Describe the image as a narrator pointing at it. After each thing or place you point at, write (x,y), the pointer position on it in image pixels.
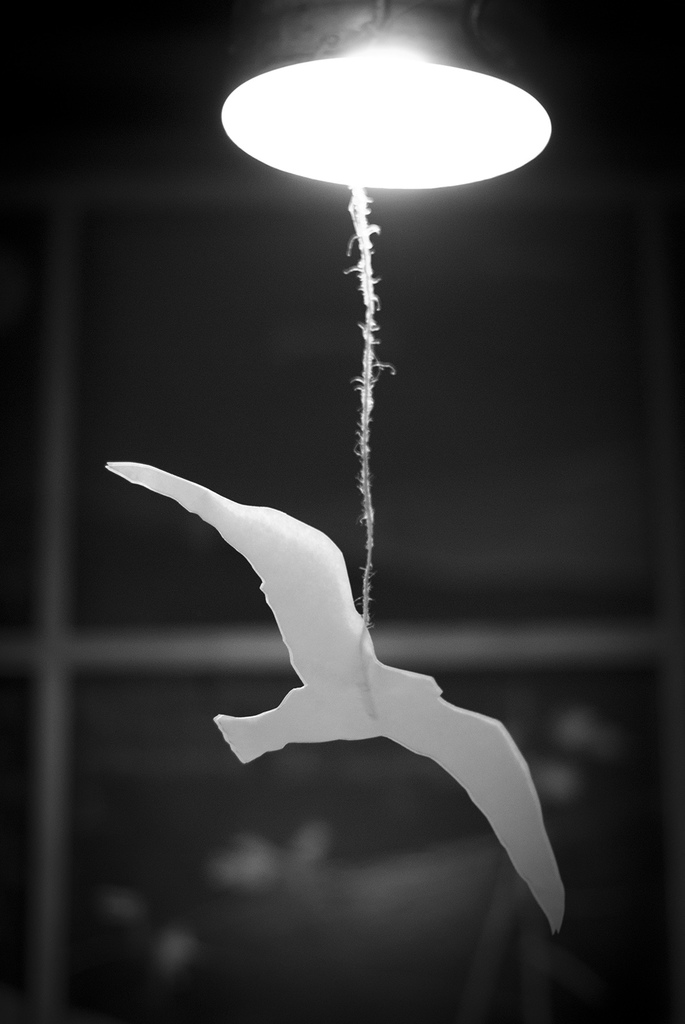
In this image I can see a lamp (311,108). I can see a bird structure (286,599) attached to the rope (368,388) and rope (368,251) is attached to the lamp (442,128). Background (499,409) is in black color.
